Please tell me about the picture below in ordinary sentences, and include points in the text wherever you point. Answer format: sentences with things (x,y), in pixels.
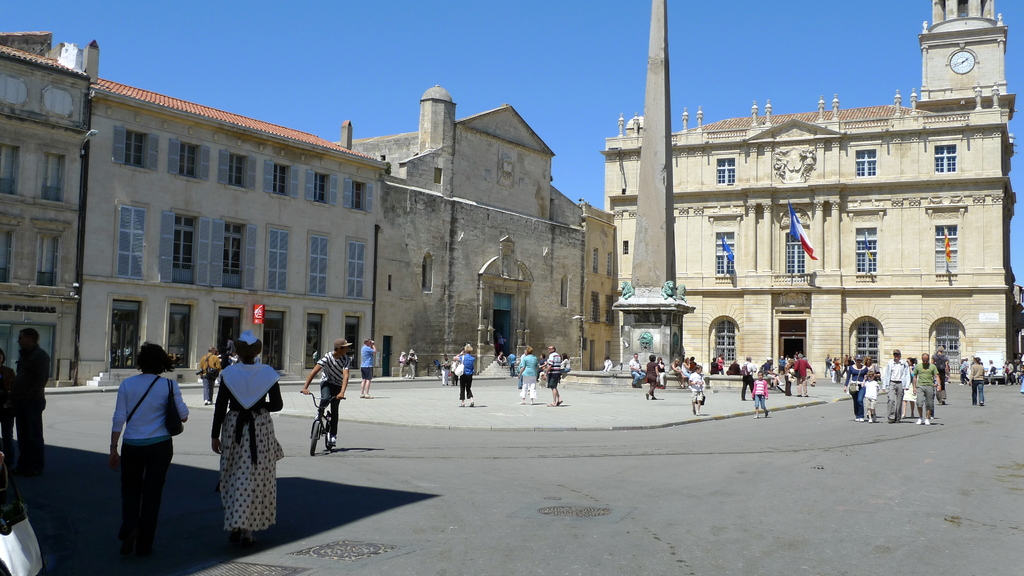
This image is clicked on the road (595,440). There are many people (534,384) walking on the road (792,417) and on the walkway (542,398). In the center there is a man (328,388) riding bicycle (321,429) on the road (354,446). In the background (271,223) there are buildings (65,222). To the right (795,225) there are flags (812,250) on the wall (840,278) of the building (771,277). In the top right (969,68) there is a clock (955,62) on the wall (939,67) of the building (974,55). In the center (668,244) there is a pillar (653,170). At the top (379,55) there is the sky (326,39).
